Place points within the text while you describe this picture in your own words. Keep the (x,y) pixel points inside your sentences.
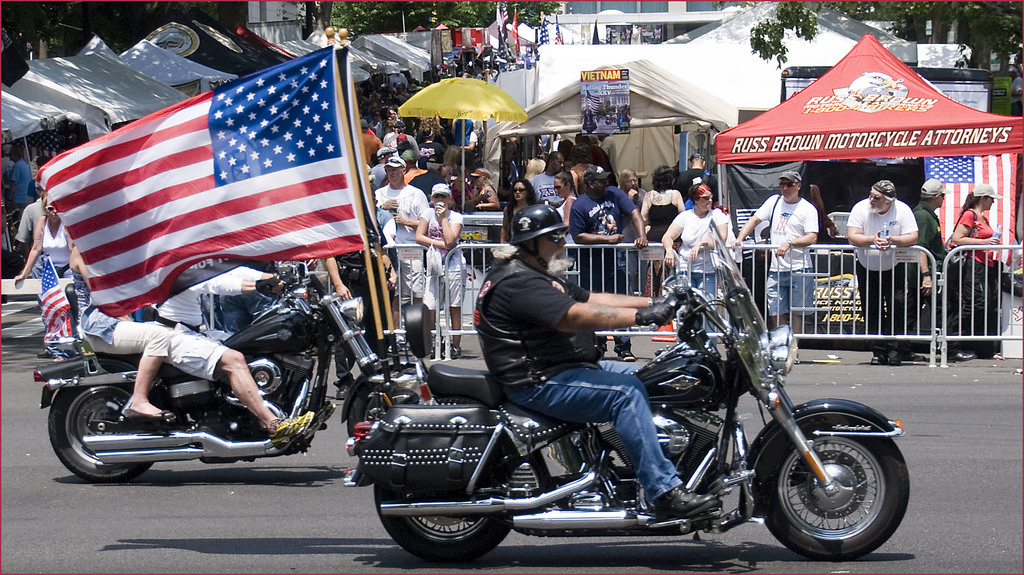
In this image I can see number of people (410,181) where few of them are on their bikes (70,298). I can also see number of tents (408,49), a flag (283,77) and few trees (423,25).
